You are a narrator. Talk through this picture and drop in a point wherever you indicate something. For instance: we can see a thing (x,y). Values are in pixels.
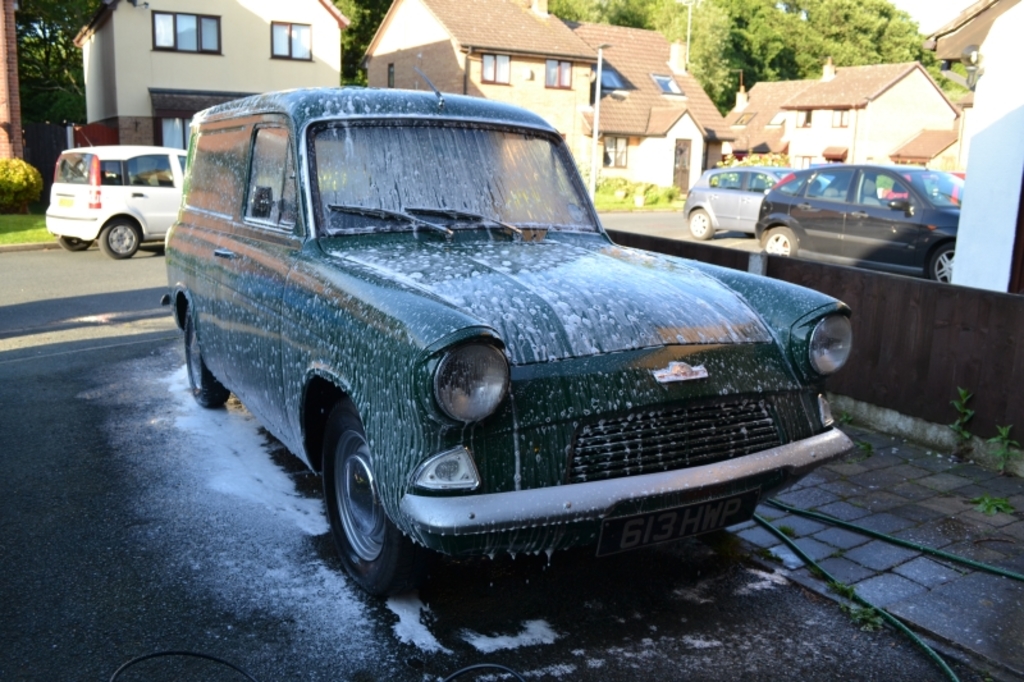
In the foreground of this image (375,314), there is a green color car (548,353) getting wash. In the background (121,212), we can see cars (814,210), buildings (482,28), poles (595,94), trees (372,16) and on top right corner (997,134), there is a wall (989,157).
